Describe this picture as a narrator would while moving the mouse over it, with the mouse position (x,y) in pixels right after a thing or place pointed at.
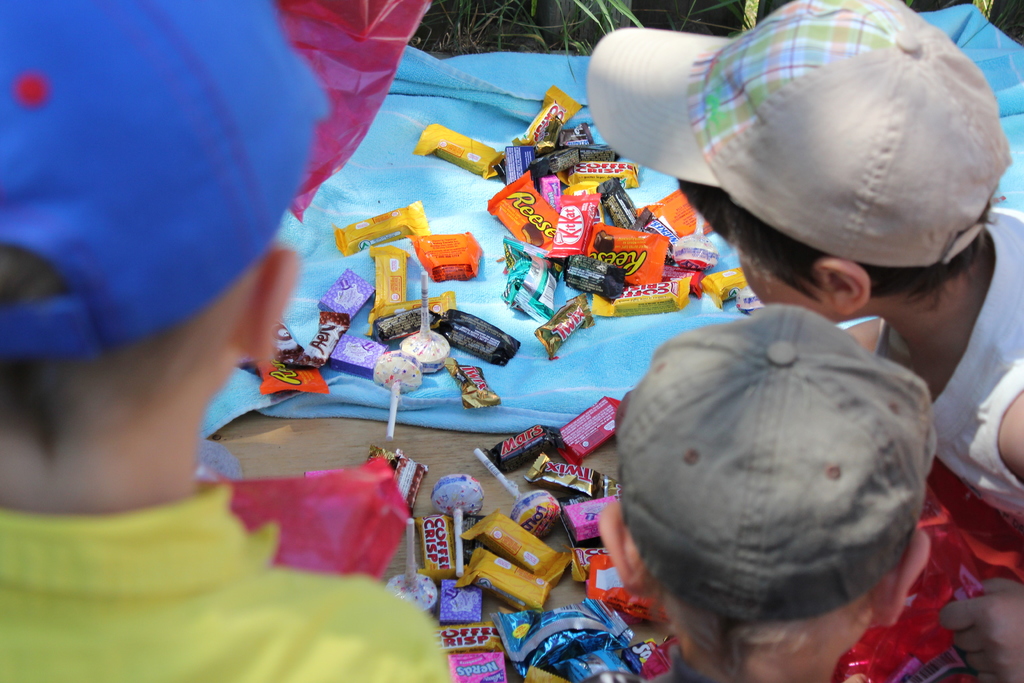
In this image I can see three kids (889,599). I can see few chocolates (536,594).
